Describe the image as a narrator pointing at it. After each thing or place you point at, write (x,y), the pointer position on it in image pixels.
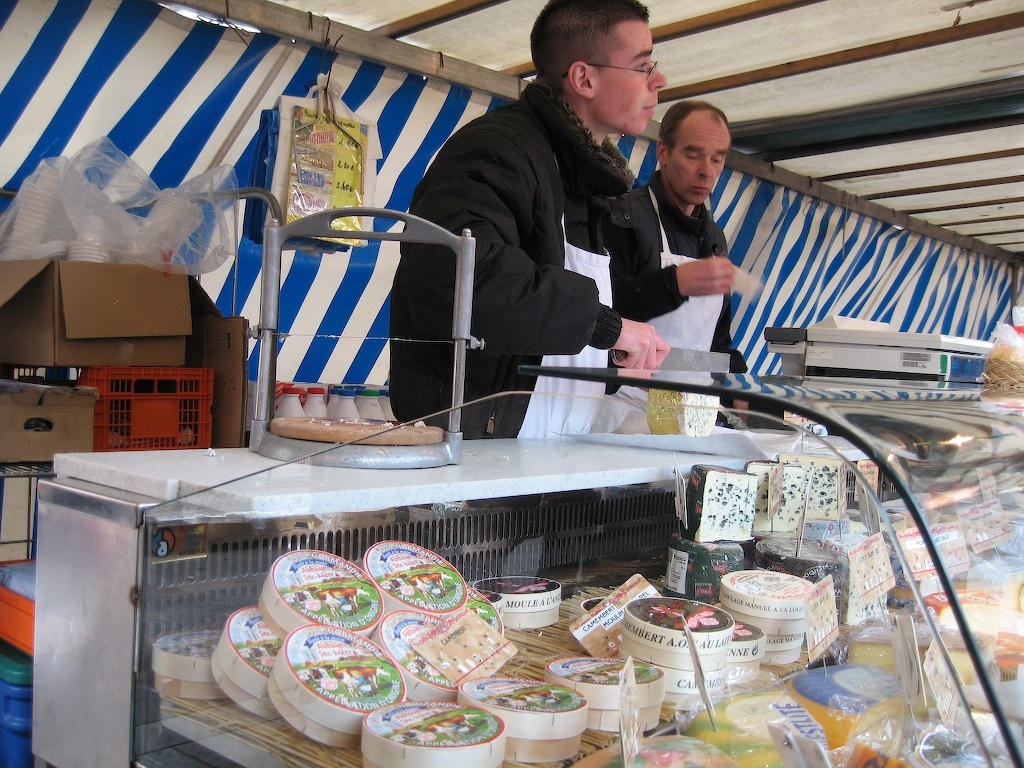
Here we can see food items (420,621) on the racks (648,545) and it is covered with a glass plate (980,403) and on the table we can see metal object (453,425), an electronic device (867,374) and food items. In the background (159,290) there are two men (436,321) standing, carton boxes (98,360) and plastic boxes (98,417) on the left side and they are under a tent (837,40) and we can see wooden poles (963,33) and there are covers (285,137) here.
